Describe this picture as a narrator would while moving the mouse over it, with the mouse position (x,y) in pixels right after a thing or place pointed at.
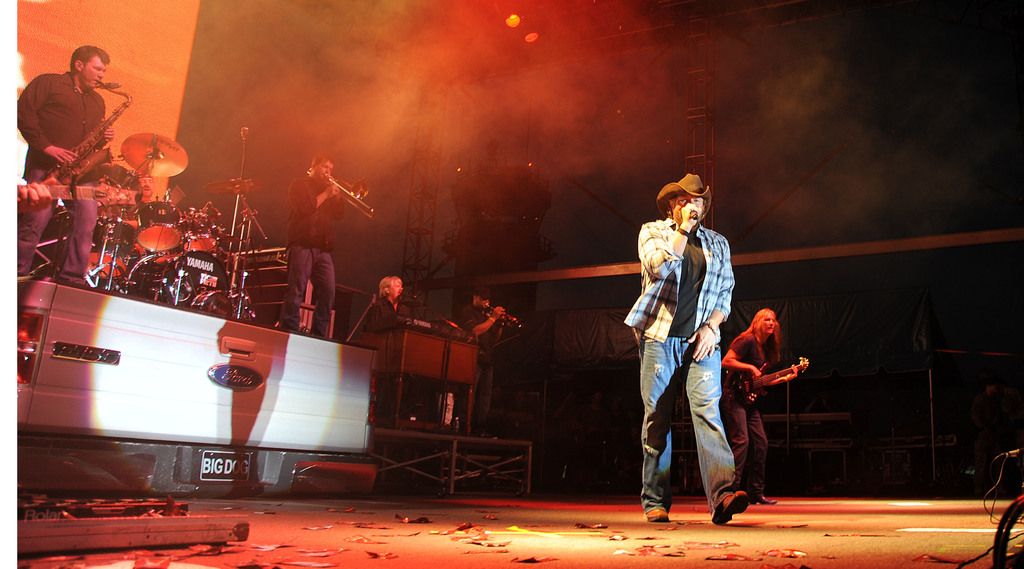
In this image, we can see a musical band (75,135). There are some persons (385,310) wearing clothes (752,351) and playing musical instruments (162,152). There are musical drums (158,245) on the vehicle (172,379) which on the left side of the image (173,373). There is an another person (685,270) in the middle of the image (682,259) wearing hat (691,178) and holding a mic (692,218) with his hand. There are lights (512,19) at the top of the image (506,32).
